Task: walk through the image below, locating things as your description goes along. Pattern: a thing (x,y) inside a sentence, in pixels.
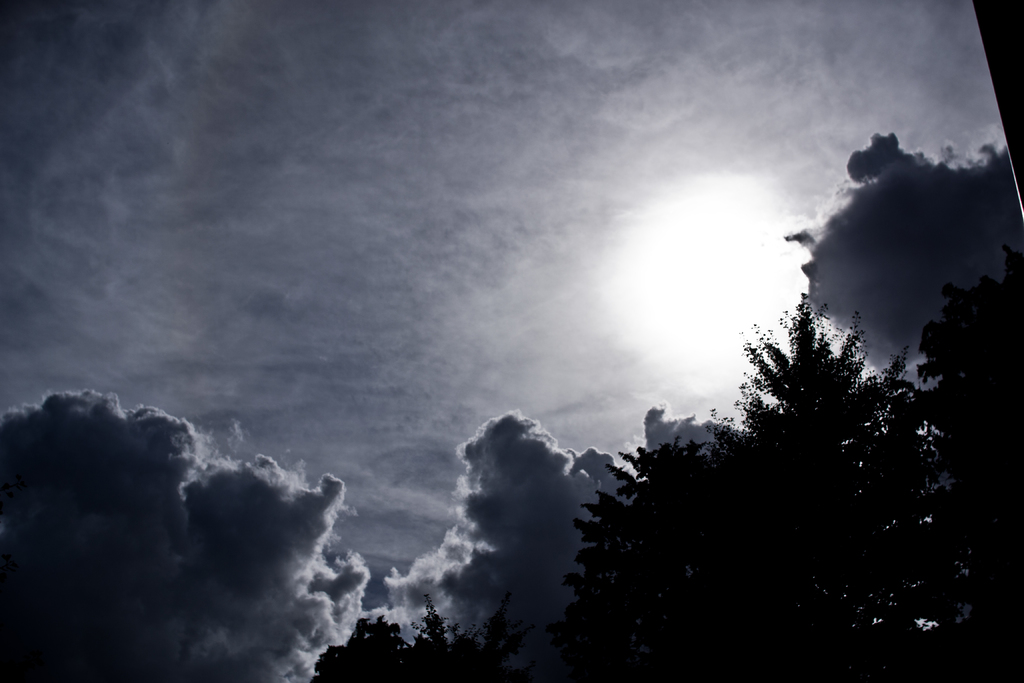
In this image we can see there are trees (796,528), sky (498,309) and clouds (446,534).
